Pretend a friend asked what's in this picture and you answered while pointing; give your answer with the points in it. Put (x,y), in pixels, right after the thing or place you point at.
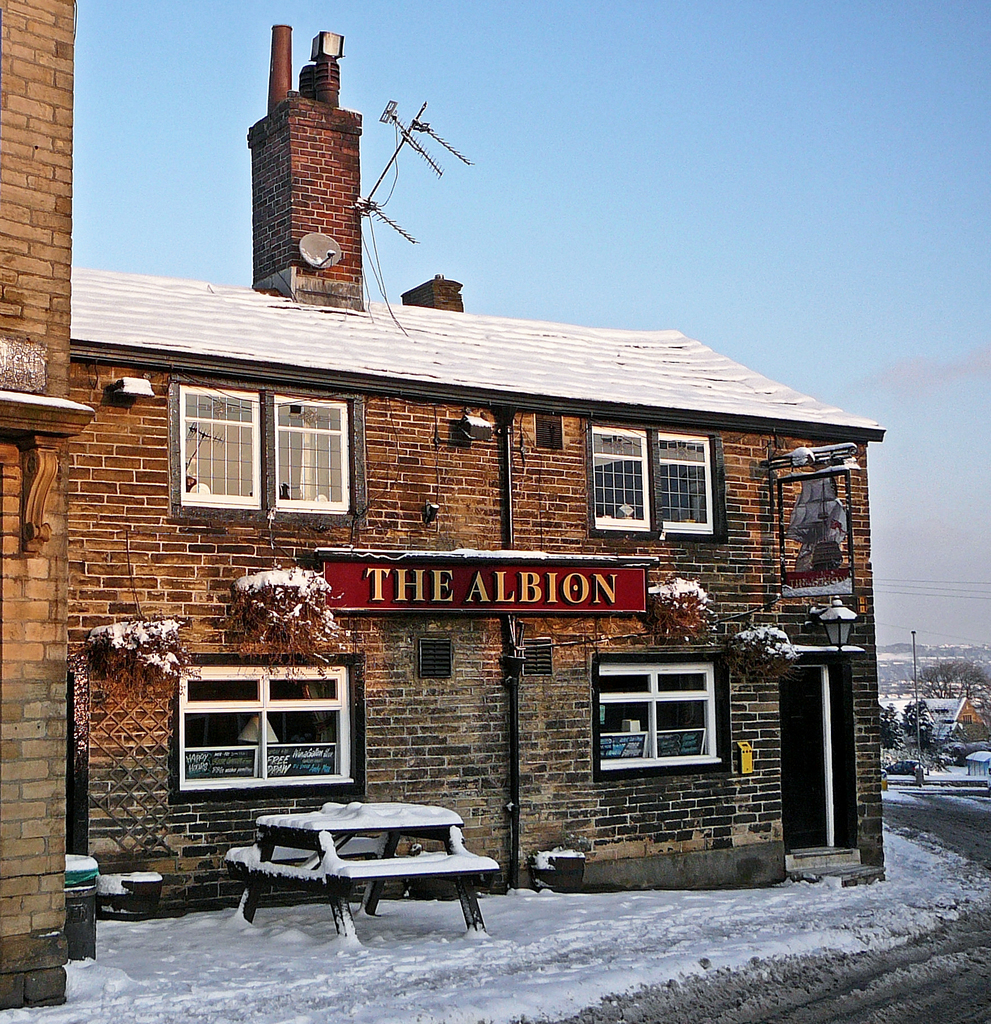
In this picture there is a building (434,653) which has the albion (552,582) written on it and there is a chimney (313,143) above the building (473,643) and there is a table (375,832) in front of it which is covered with snow (379,818) and there are few buildings (949,721) and trees (927,721) in the right corner (925,714).
